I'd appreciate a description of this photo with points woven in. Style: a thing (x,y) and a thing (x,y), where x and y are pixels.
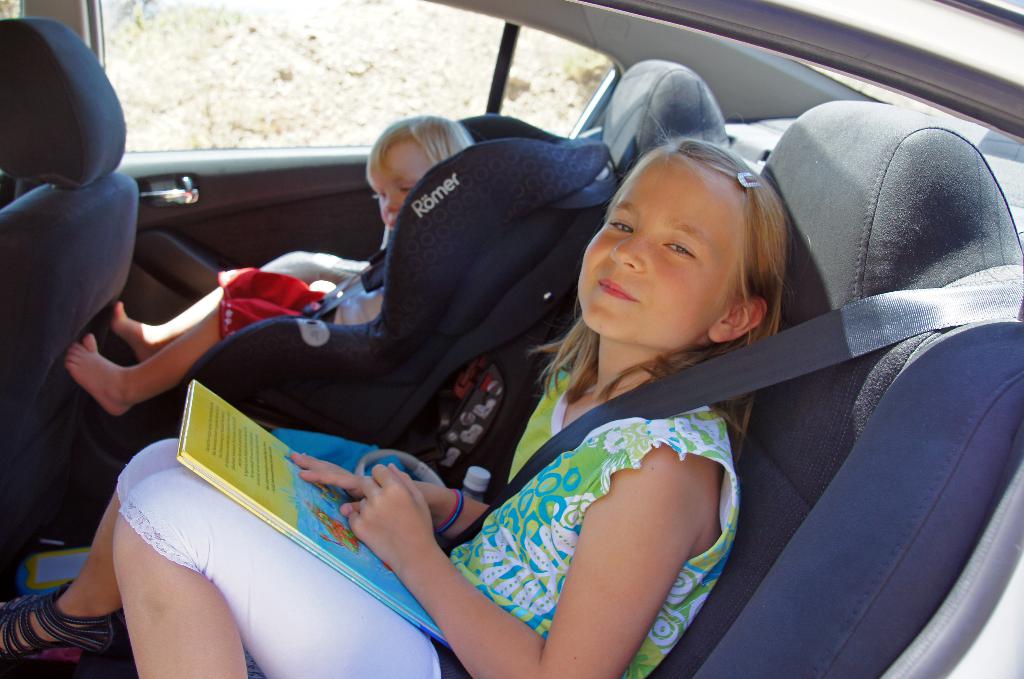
They are both sitting on a car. In front (599,368) side we have a girl (611,374). She is wearing a seatbelt (612,415). She is smiling.
